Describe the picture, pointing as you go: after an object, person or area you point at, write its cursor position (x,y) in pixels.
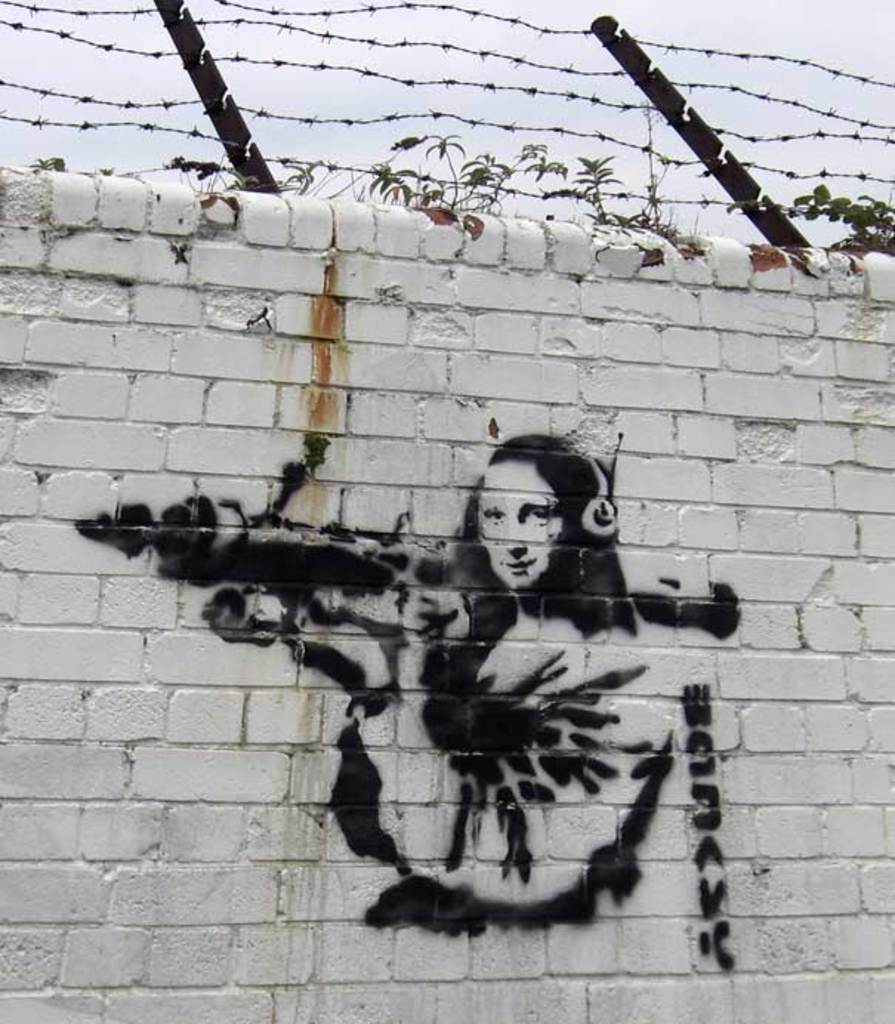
In this image, we can see paintings (723,618) on the wall (383,553). Top of the image (490,171), we can see plants (36,167) and fence (380,174). Background (833,126) there is the sky (543,119).
